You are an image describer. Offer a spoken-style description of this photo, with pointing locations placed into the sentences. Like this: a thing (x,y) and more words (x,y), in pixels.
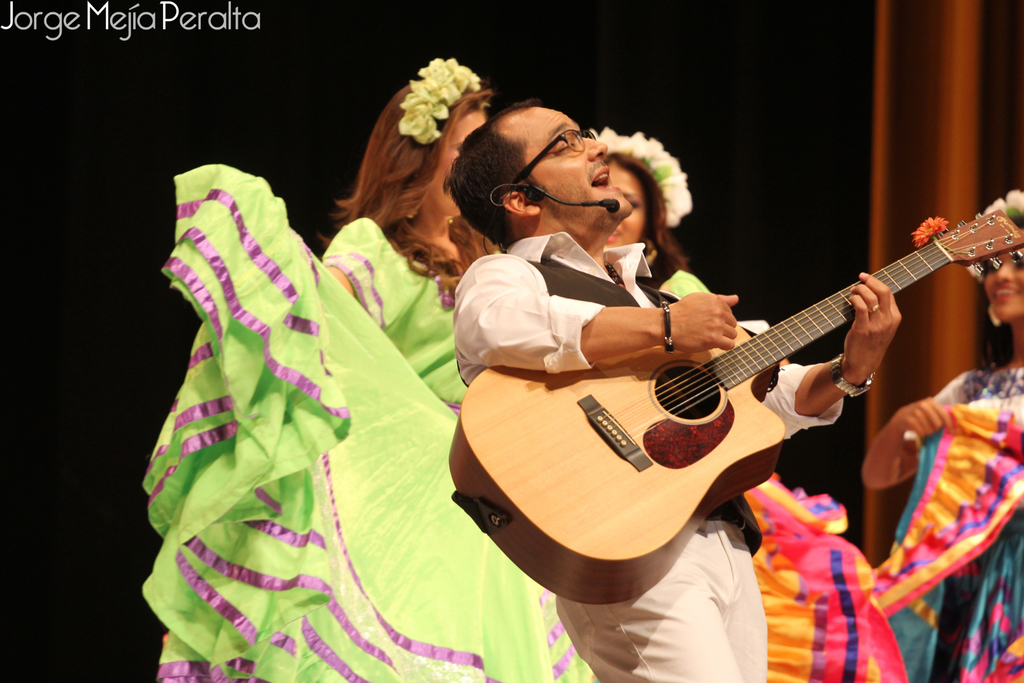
There is a group of people (424,438) standing on a stage (818,290). They are dancing and a man (461,167) is playing a guitar (825,301). The backside of the woman (393,198) is dancing.
